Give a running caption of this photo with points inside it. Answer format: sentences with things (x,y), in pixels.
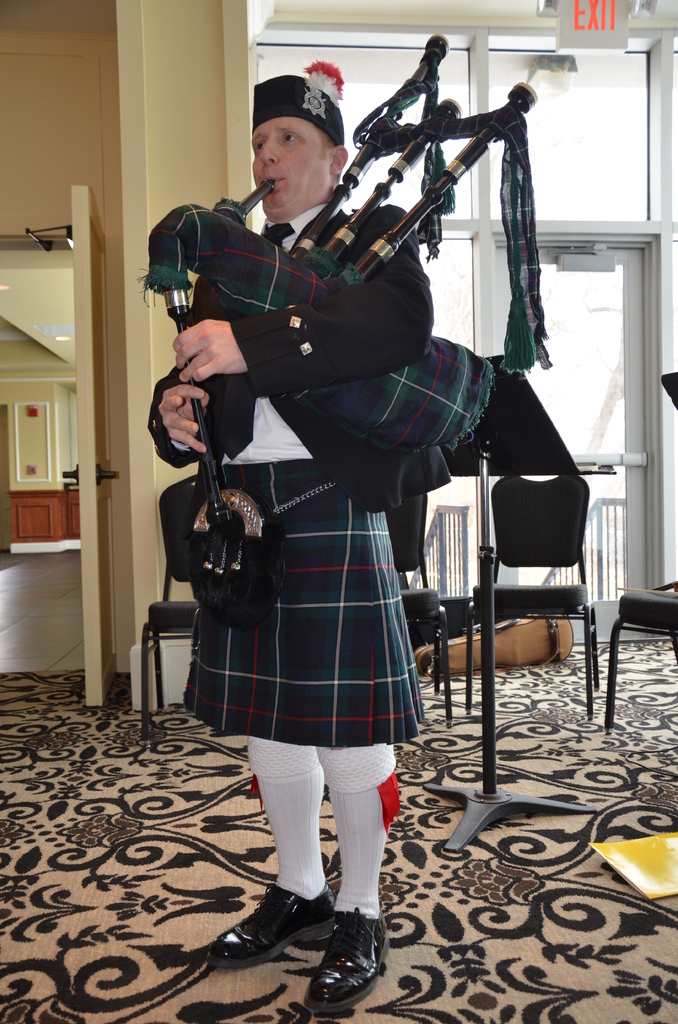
In this picture we can see a person (286,855) playing bagpipes (306,287), behind we can see door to the wall (26,373).
